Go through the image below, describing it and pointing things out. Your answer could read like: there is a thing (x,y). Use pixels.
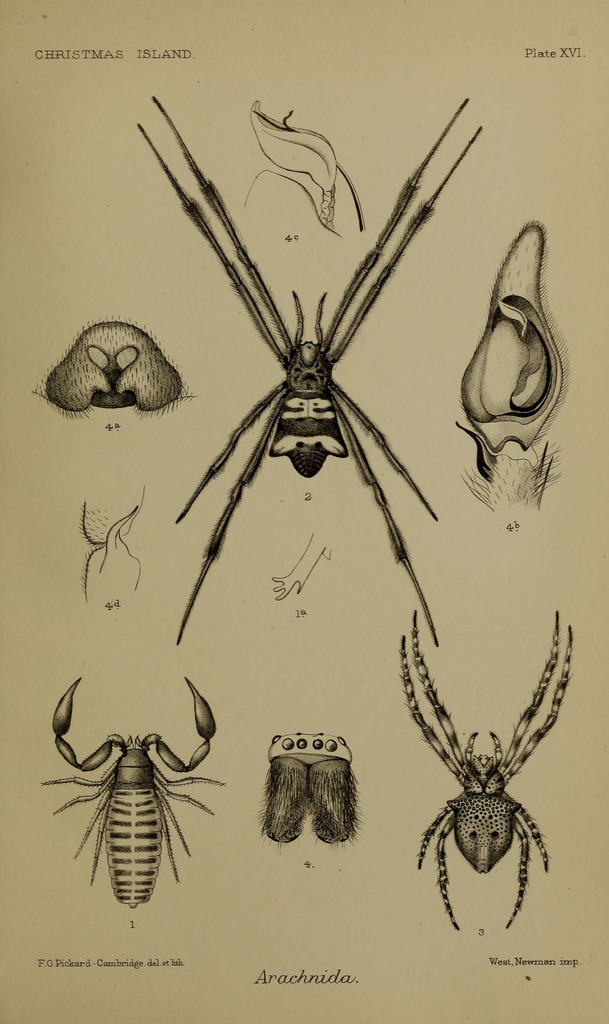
Here we can see picture of insects (382,513) on a paper (338,877).
